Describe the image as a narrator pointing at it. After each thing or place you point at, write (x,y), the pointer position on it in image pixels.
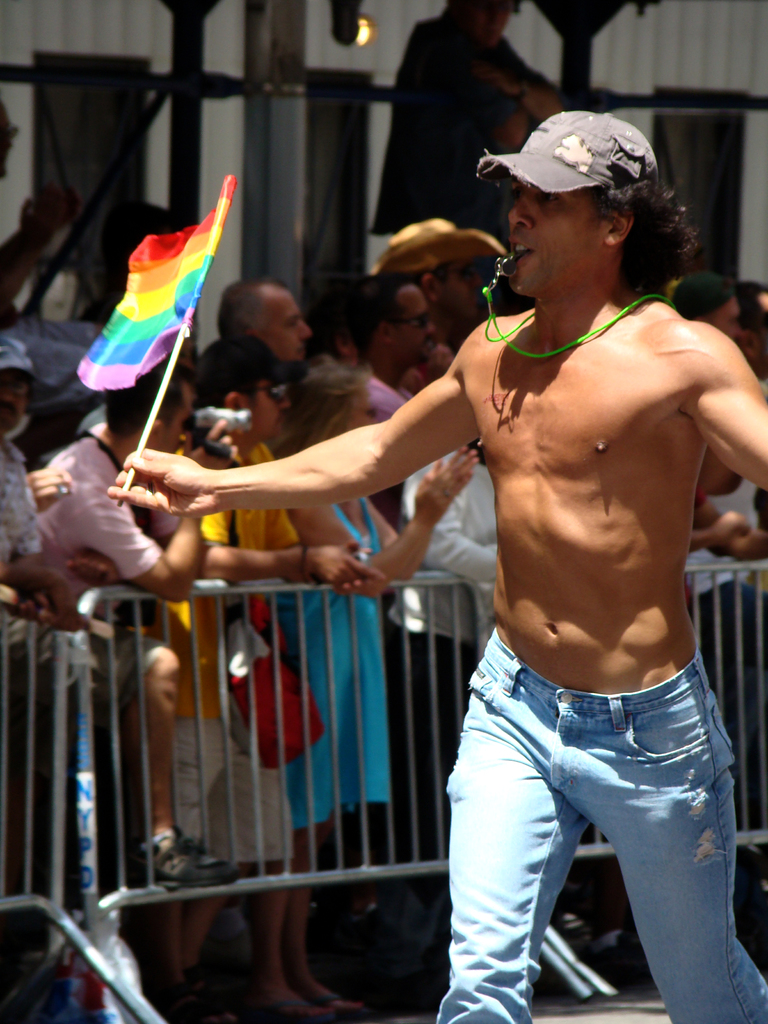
On the right side (649,568), there is a person (648,556) without having a shirt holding a flag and running. In the background (759,631), there are barricades (765,786). Behind them, there are persons (45,225) standing, there are poles (581,69), a wall (331,44) and a light (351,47).
